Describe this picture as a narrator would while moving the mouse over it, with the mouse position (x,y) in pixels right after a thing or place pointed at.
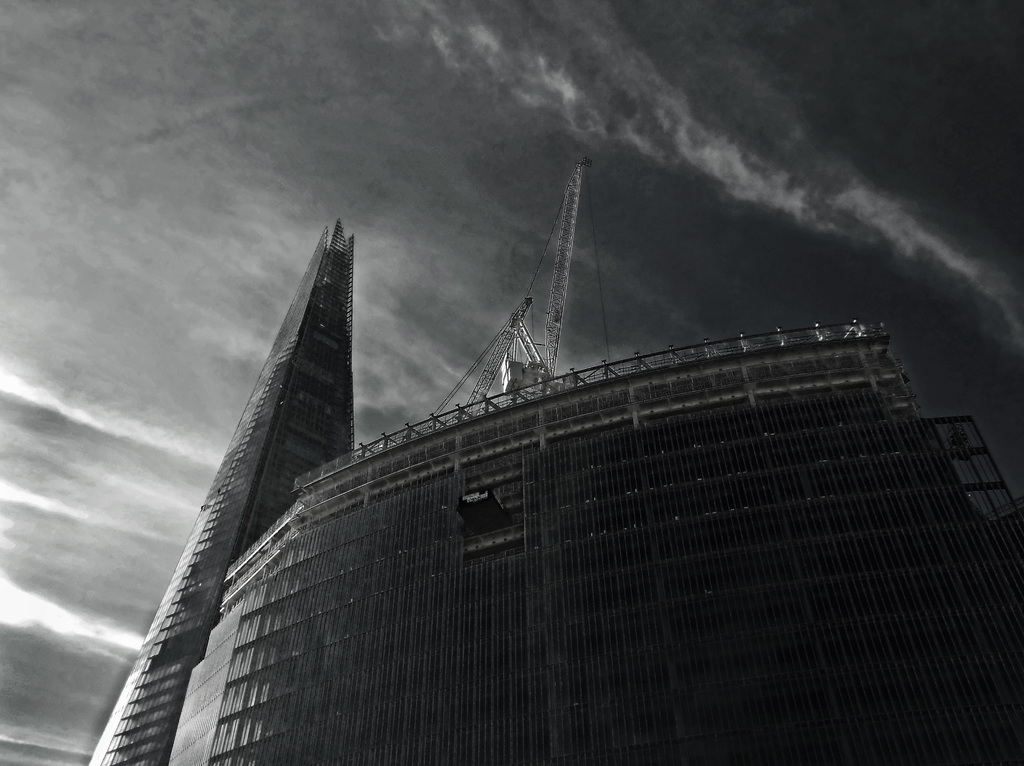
This is a black and white picture. Here we can see a building (284,571). In the background (365,181) there is sky (794,272).
